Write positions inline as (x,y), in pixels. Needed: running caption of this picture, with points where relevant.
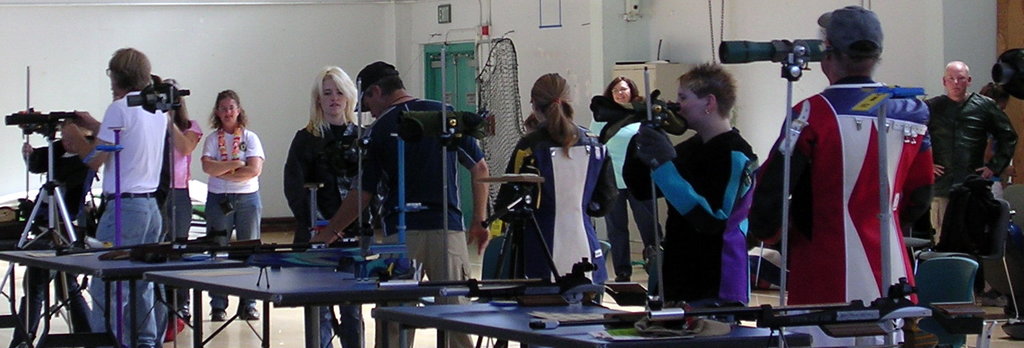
In this image in the front (214,265) there are tables (387,289). On the tables (244,288) there are objects (164,249) and there are stands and on the stand (50,168) there are objects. In the background (436,158) there are persons (808,224) standing, there is a door (457,91), there is a net (498,98) and there is an object (665,83) which is white in colour and there are empty chairs (935,268) and there is a wall (530,40) which is white in colour on the wall (569,31) there are objects (441,15) which are blue, white and black in colour.
